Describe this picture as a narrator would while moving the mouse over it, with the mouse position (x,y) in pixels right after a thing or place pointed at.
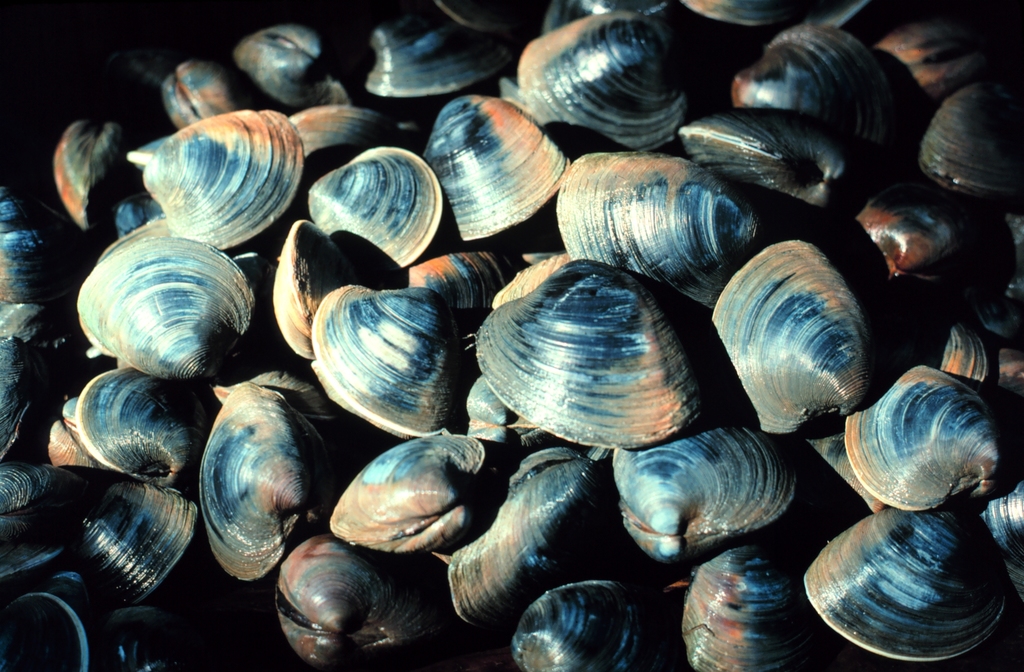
In this image there are so many shells (397,258).
